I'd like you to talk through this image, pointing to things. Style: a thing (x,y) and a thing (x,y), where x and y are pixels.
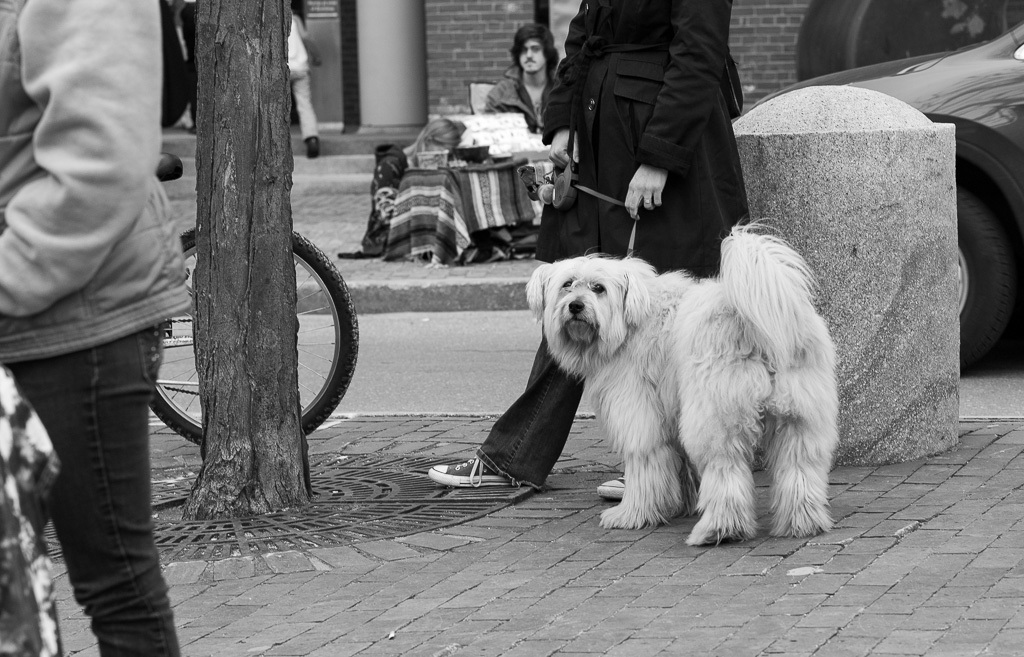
In this image we can see a person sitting on the ground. A person (530,93) is sitting on the chair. There is a person (95,246) at the left side of the image (130,253). There is a bicycle (301,264) in the image. There is a vehicle (994,235) at the right side of the image (997,220). There is a building (403,57) in the image. There is a dog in the image.
